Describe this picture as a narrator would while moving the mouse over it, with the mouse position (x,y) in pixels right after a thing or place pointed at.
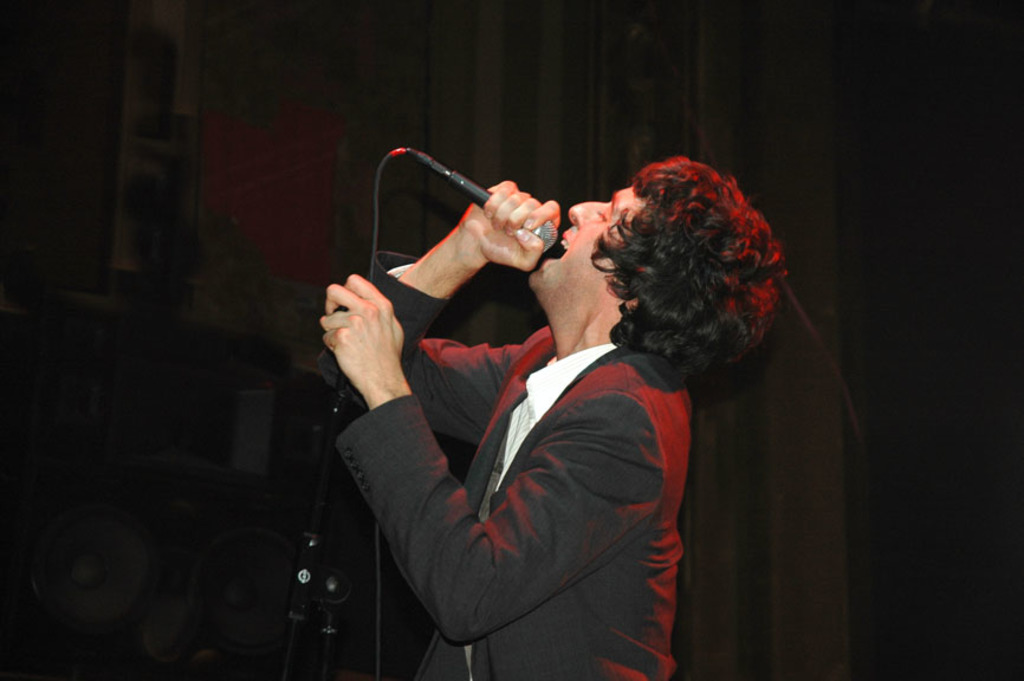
In this picture there is a man (593,327) who is holding a mic (472,183). In the back (448,165) I can see the cloth (803,236), wall (383,226), and other object (277,234).
